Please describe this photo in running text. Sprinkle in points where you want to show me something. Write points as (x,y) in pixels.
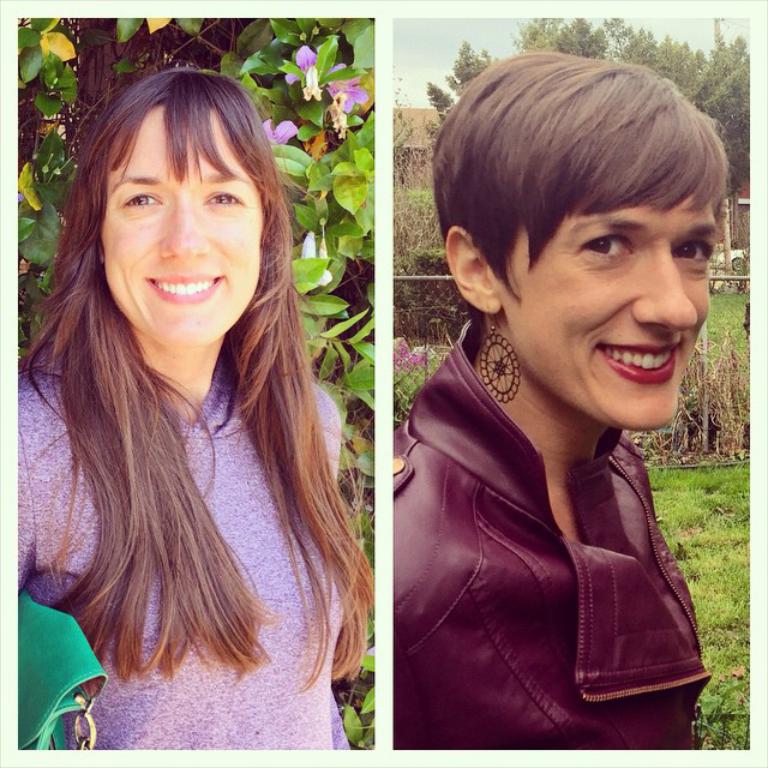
In this image there is a collage, there is a woman (177,485) standing towards the left of the image (231,268), there is an object (69,677) towards the bottom of the image (86,650), there are trees (291,99) towards the top of the image (311,210), there are flowers (303,54), there is a woman (560,322) standing towards the right of the image (579,488), there is grass (724,497) towards the right of the image (720,532), there is the sky (435,65) towards the top of the image (446,32), there is a vehicle (740,251) towards the right of the image (719,262), there is a building (407,140), there is a metal object (418,277) behind the woman (675,268).
